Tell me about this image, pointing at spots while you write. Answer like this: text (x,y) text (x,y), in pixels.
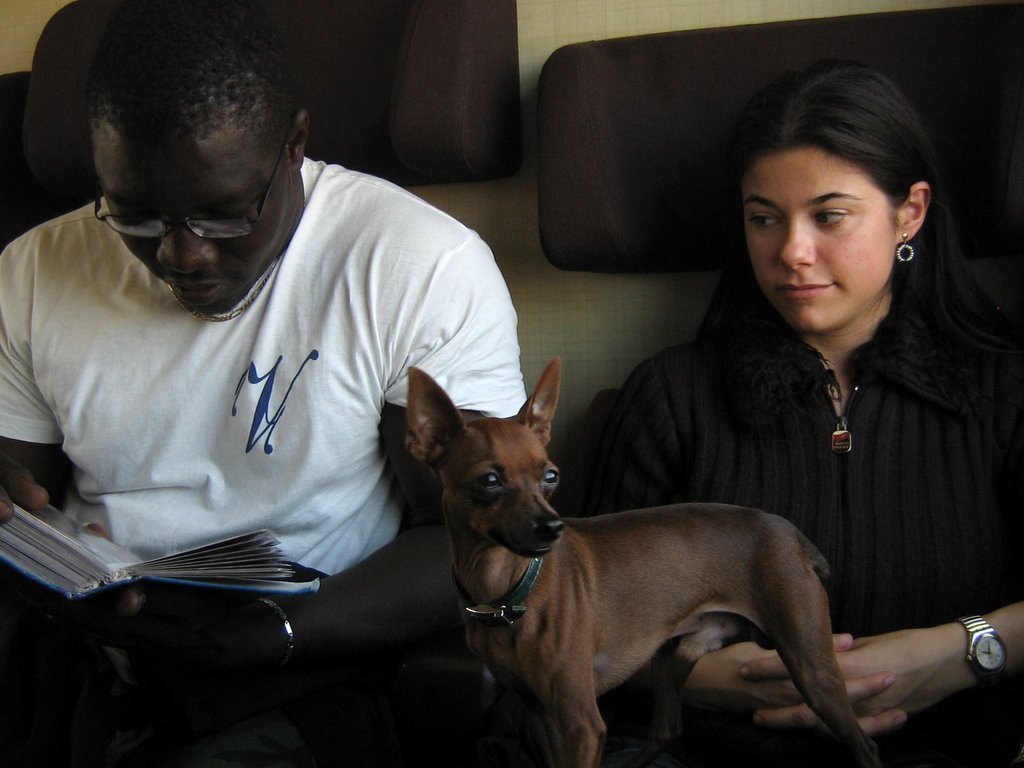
At the bottom of the image (867,753) there is a dog (519,486). In the middle of the image (358,499) two persons (975,405) are sitting and he is holding a book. Behind them there is a wall (26,31).
